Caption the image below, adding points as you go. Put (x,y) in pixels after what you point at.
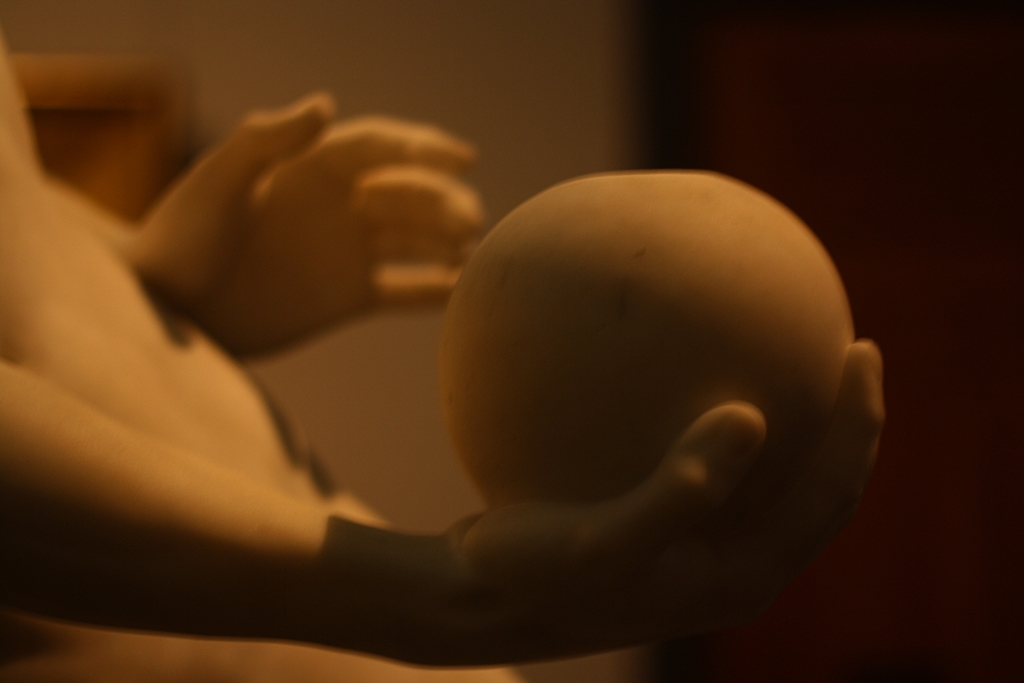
There is a statue of a person (206,483) holding a round object (584,326). In the background (812,118) it is blur.
